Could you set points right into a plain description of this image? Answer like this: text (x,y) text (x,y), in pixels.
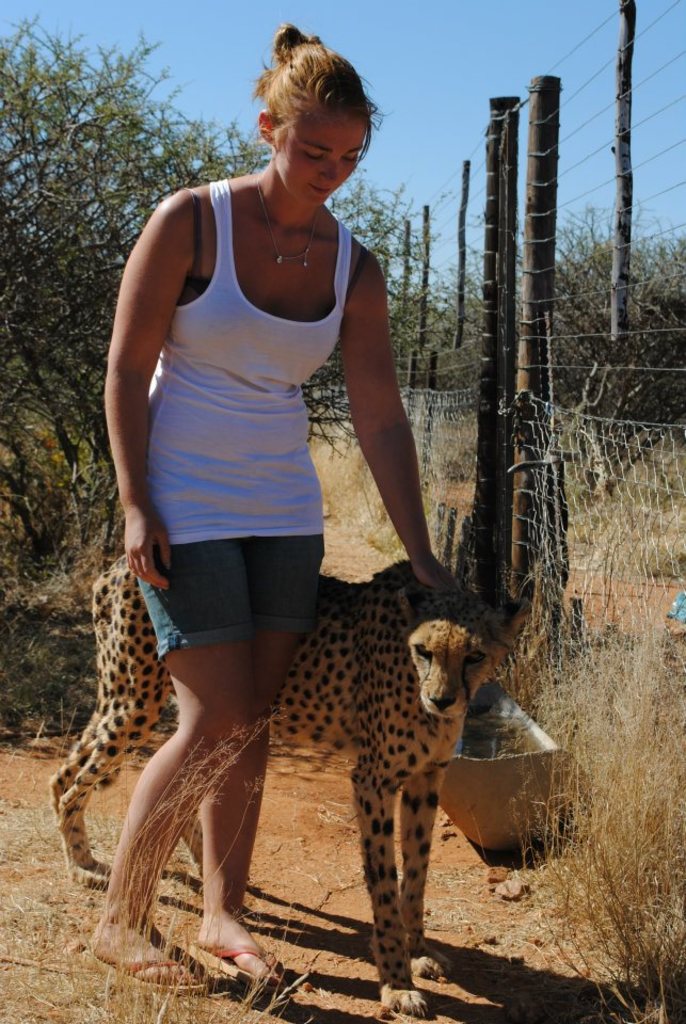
In this image we can see a woman (277,555) is standing and beside her there is a cheetah (425,647) standing on the ground (330,765). In the background (684,734) we can see fence (536,224), plants (61,296), grass (684,734) and sky (526,138).
